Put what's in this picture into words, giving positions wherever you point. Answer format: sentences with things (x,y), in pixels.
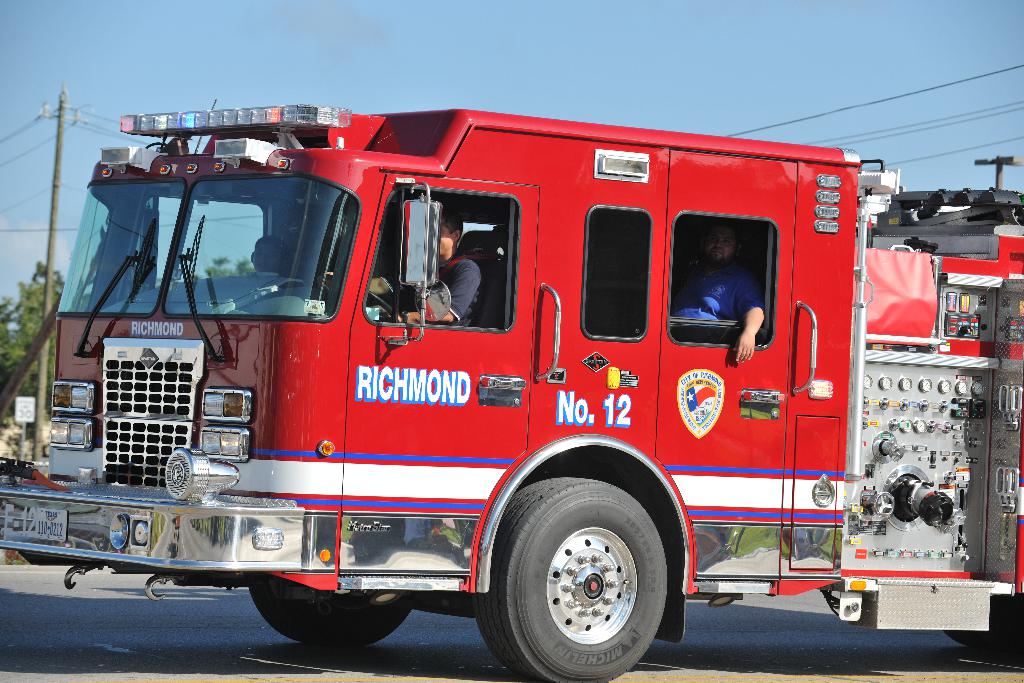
There is a vehicle (679,624) on the road (804,661) and there are three persons (695,295) inside a vehicle (681,340). Here we can see a pole (60,161), and trees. In the background (494,72) there is sky (804,59).
